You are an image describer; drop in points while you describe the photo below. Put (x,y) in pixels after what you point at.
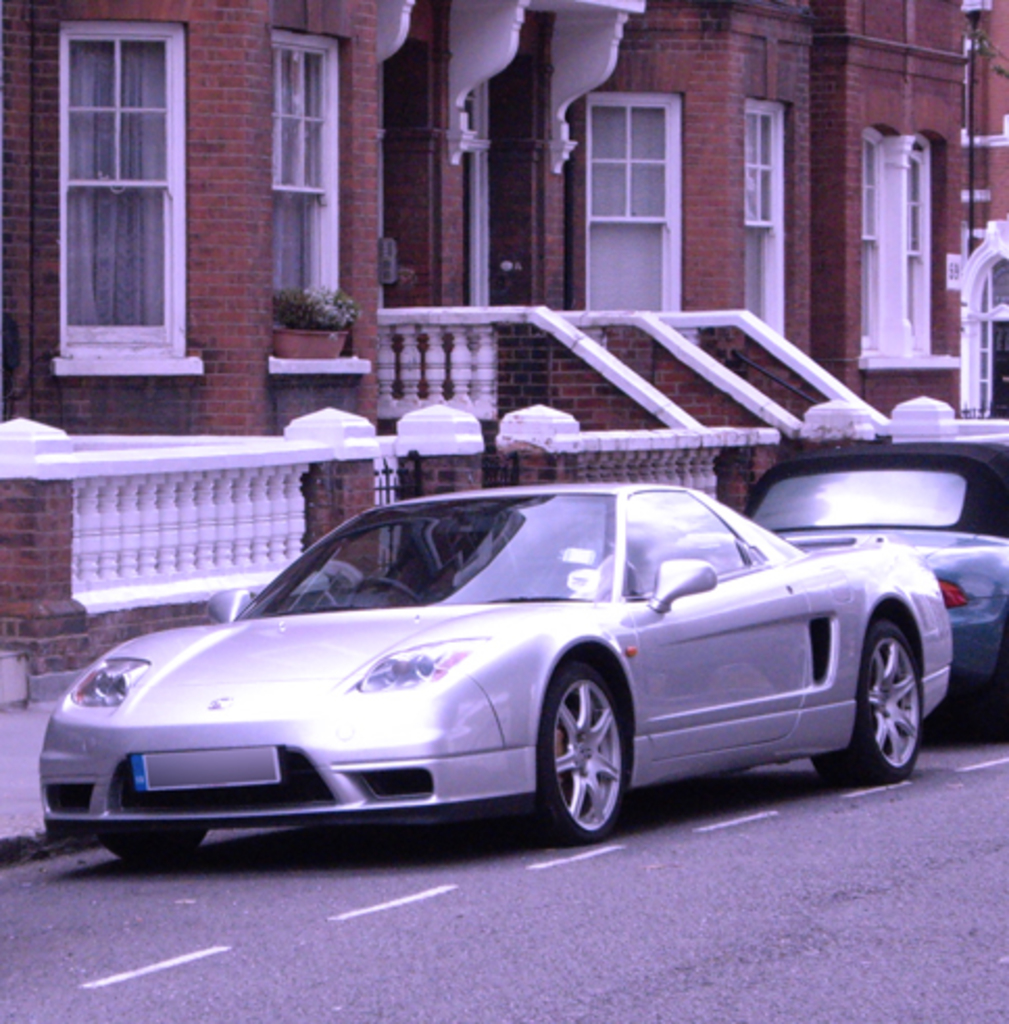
In this image we can see two vehicles (627,642) on the road (705,813). In the background (947,287) we can see the building (694,166). We can also see the fencing wall (370,482).
